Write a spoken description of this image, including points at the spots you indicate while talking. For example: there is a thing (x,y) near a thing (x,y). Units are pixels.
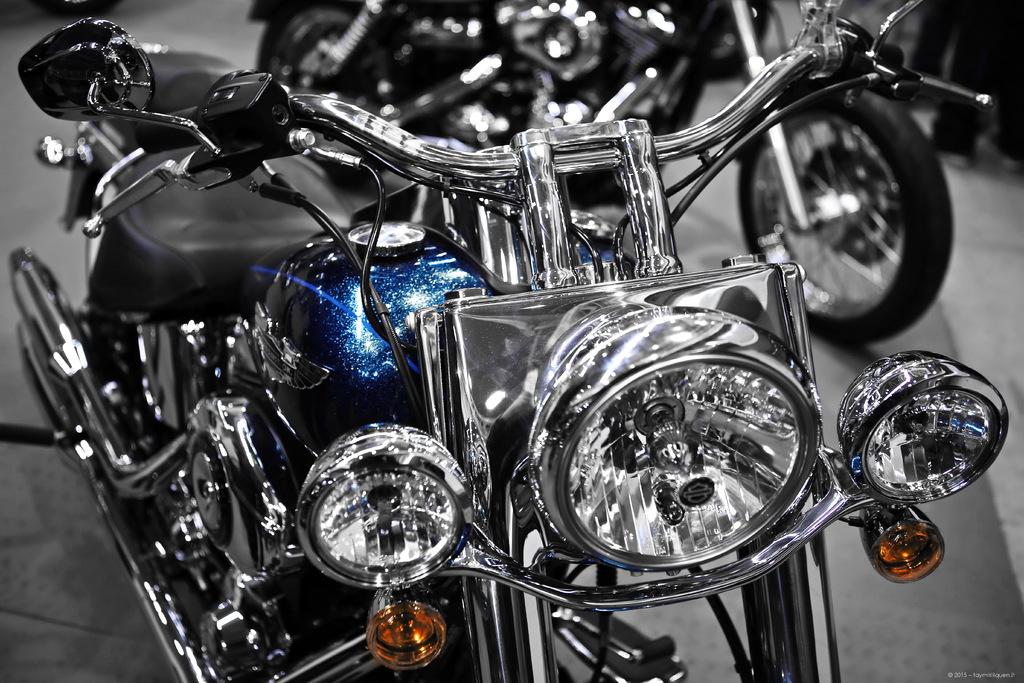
In front of the image there are bikes (547,390). On the right side of the image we can see the legs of people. There is some text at the bottom of the image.
